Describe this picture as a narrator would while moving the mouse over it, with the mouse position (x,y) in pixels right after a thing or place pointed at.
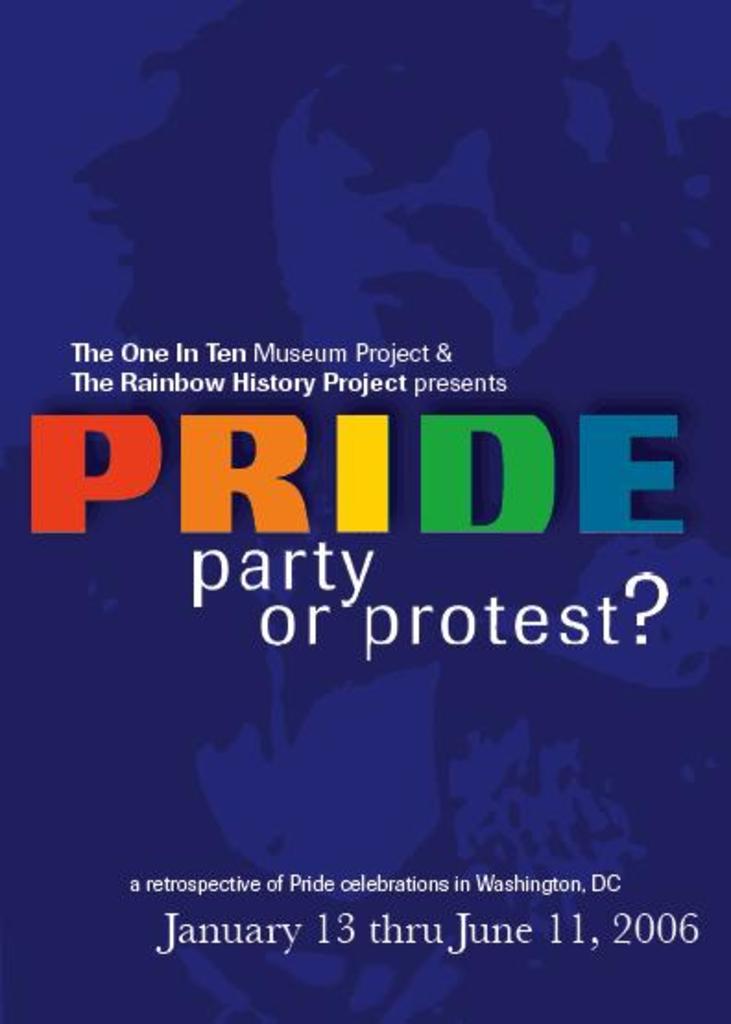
In this image I can see a poster (342,760) with some text (321,564) written on it.
